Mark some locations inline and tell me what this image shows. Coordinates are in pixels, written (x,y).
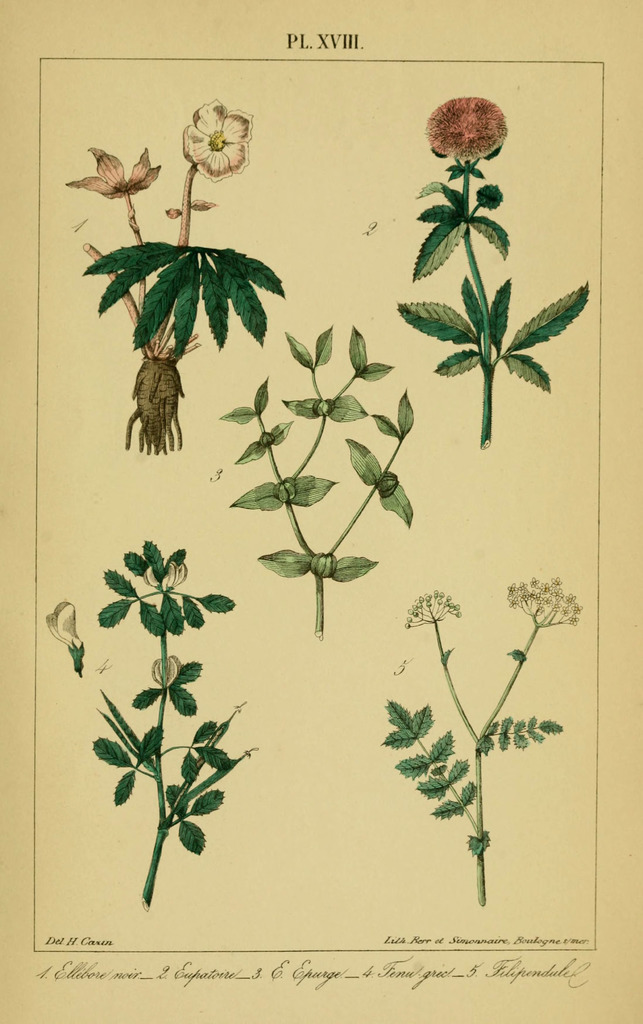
In the image I can see painting (281,495) of flowers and plants (209,794). I can also see something written on the image.
